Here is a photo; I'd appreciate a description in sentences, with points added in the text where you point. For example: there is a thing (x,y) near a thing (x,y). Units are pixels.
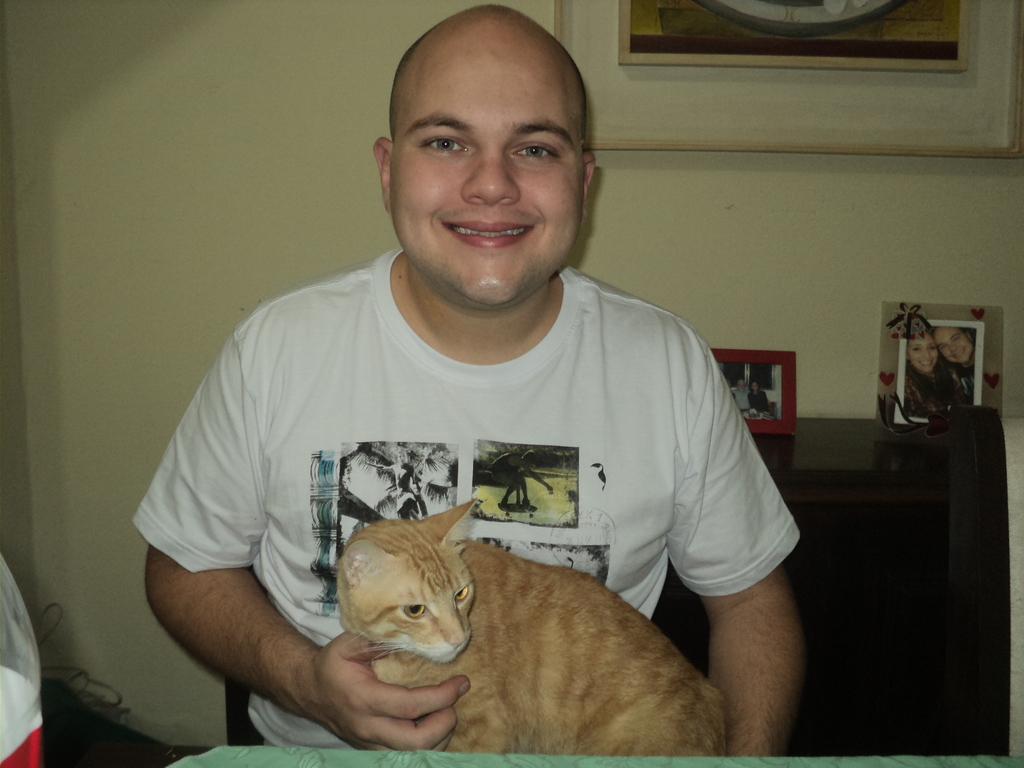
In this image I see a man (606,396) who is smiling and holding a cat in his hands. In the background (47,534) I see the wall (718,194) and few photo frames (814,10).
